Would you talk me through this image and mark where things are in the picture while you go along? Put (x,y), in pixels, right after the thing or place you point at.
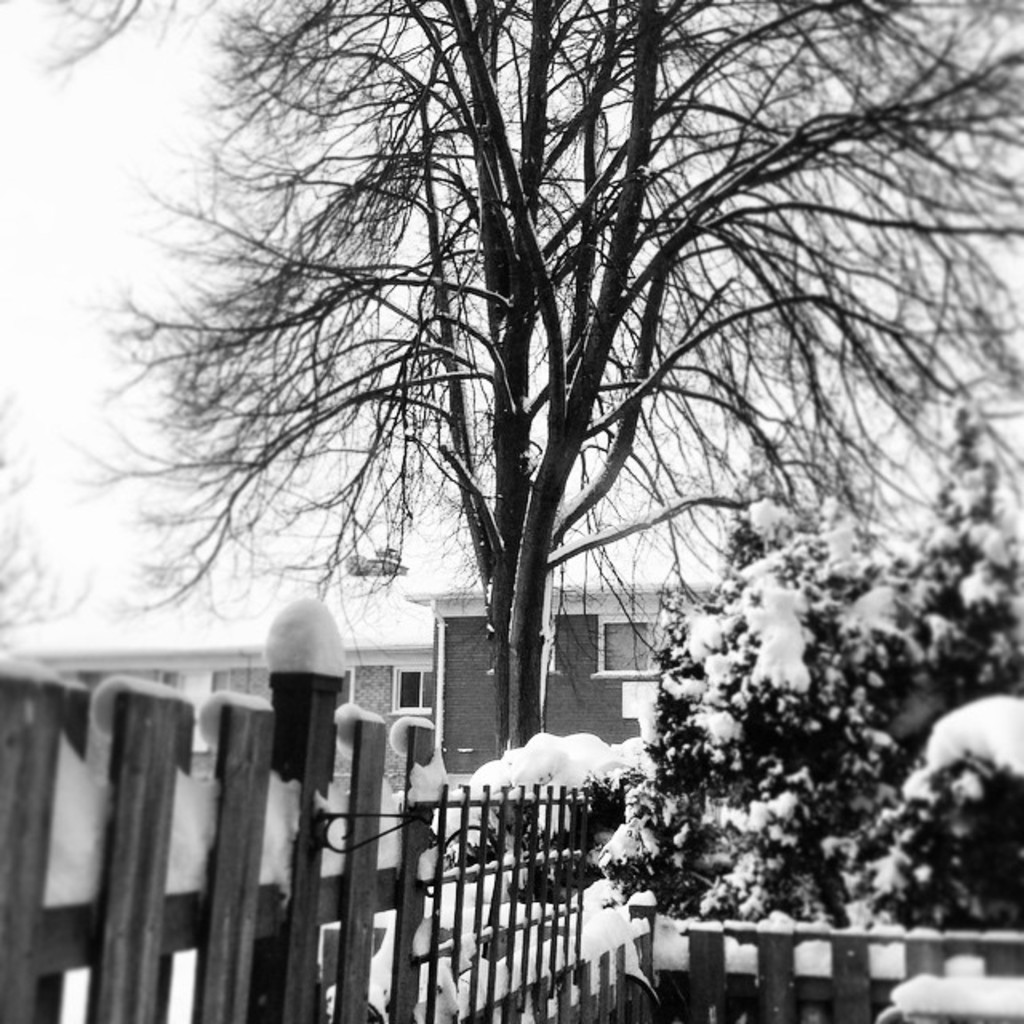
In front of the image there is a wooden fence (65,690). There is snow (853,620) on the trees (626,383). In the background of the image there are buildings (163,662). At the top of the image (124,189) there is sky (110,183).
